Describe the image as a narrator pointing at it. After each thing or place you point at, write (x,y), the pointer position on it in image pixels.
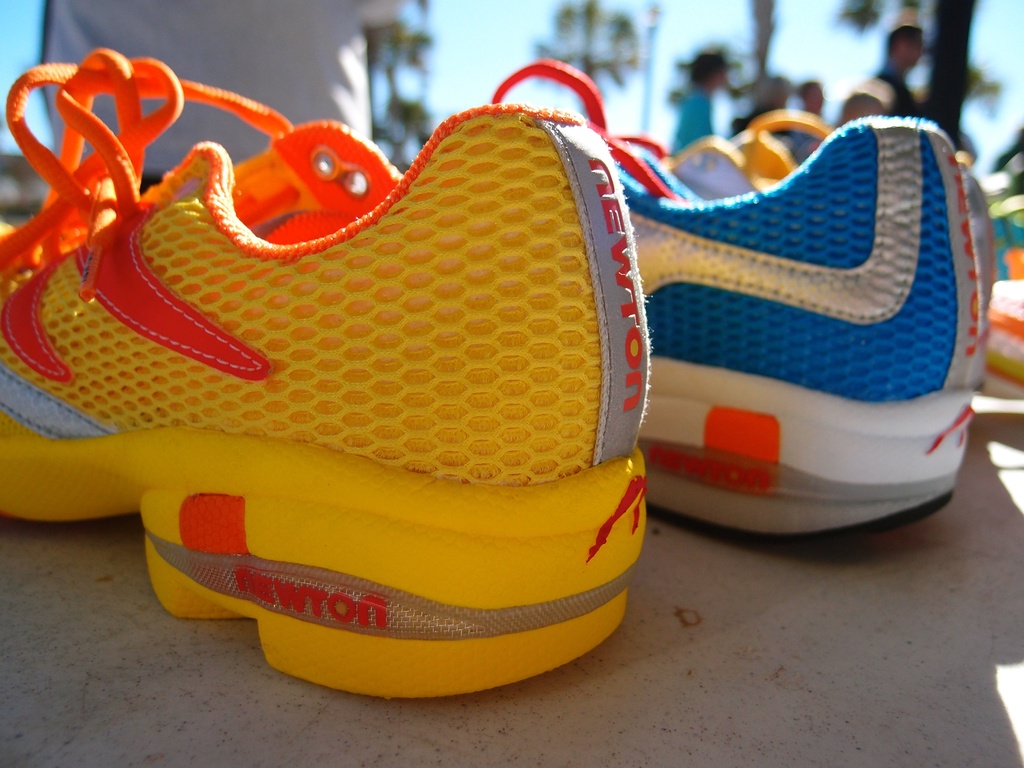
In this picture we can see shoes (860,300). In the background (528,4) we can see trees (588,3), few persons (714,87), and sky (458,81).
